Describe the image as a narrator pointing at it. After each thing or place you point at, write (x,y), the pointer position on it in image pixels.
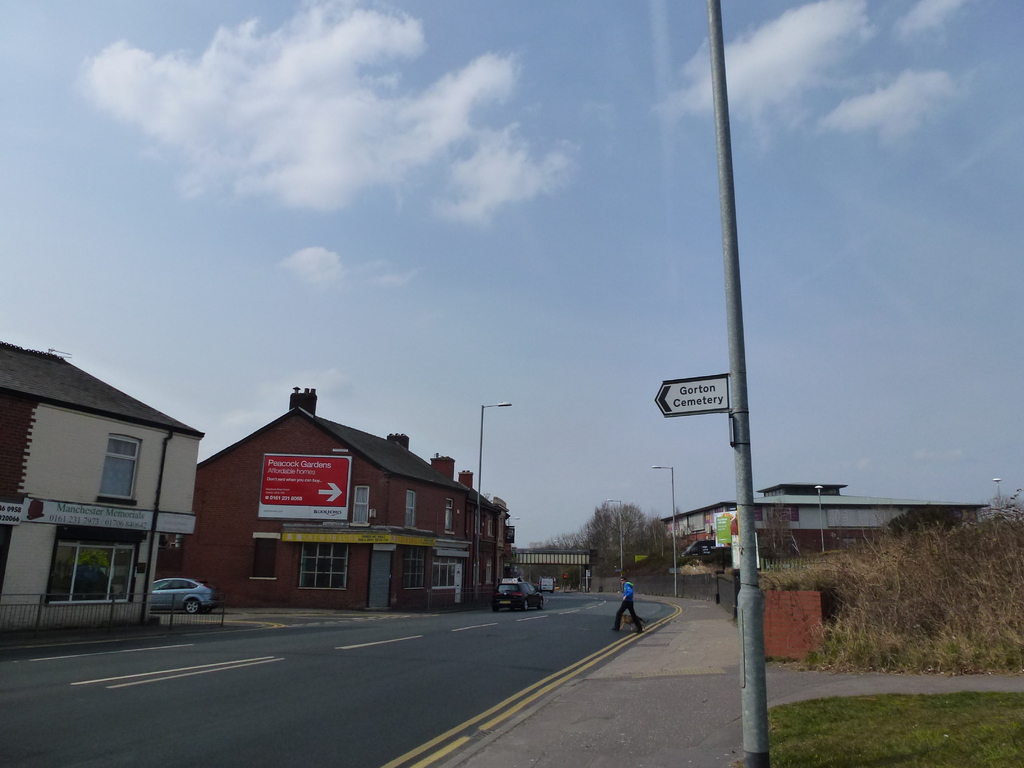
In this image there are houses (454,531), trees (598,569), light poles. There is a road (322,711) on which there are cars (496,593). At the top of the image (364,193) there is sky (424,190) and clouds (302,75). In the foreground of the image (714,135) there is a pole (724,53). To the right side (862,696) bottom of the image (862,732) there is grass (876,740).
